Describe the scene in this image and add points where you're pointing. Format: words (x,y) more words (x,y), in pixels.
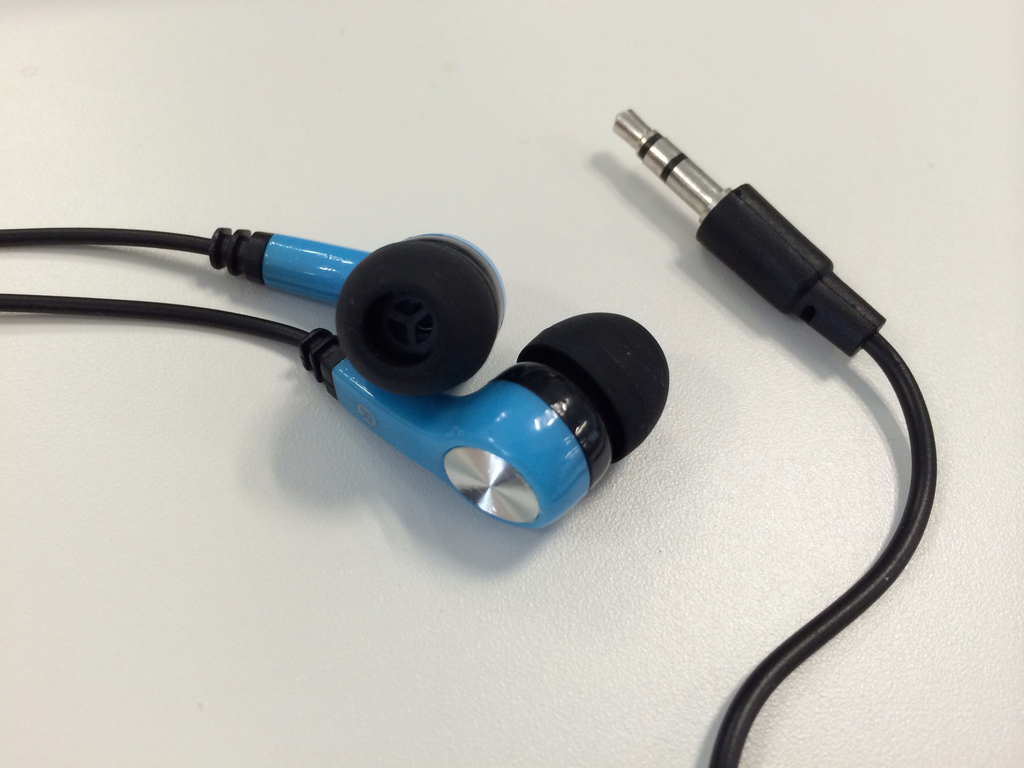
In this image we can see headphones (549,377) on the white colored surface (68,465).
